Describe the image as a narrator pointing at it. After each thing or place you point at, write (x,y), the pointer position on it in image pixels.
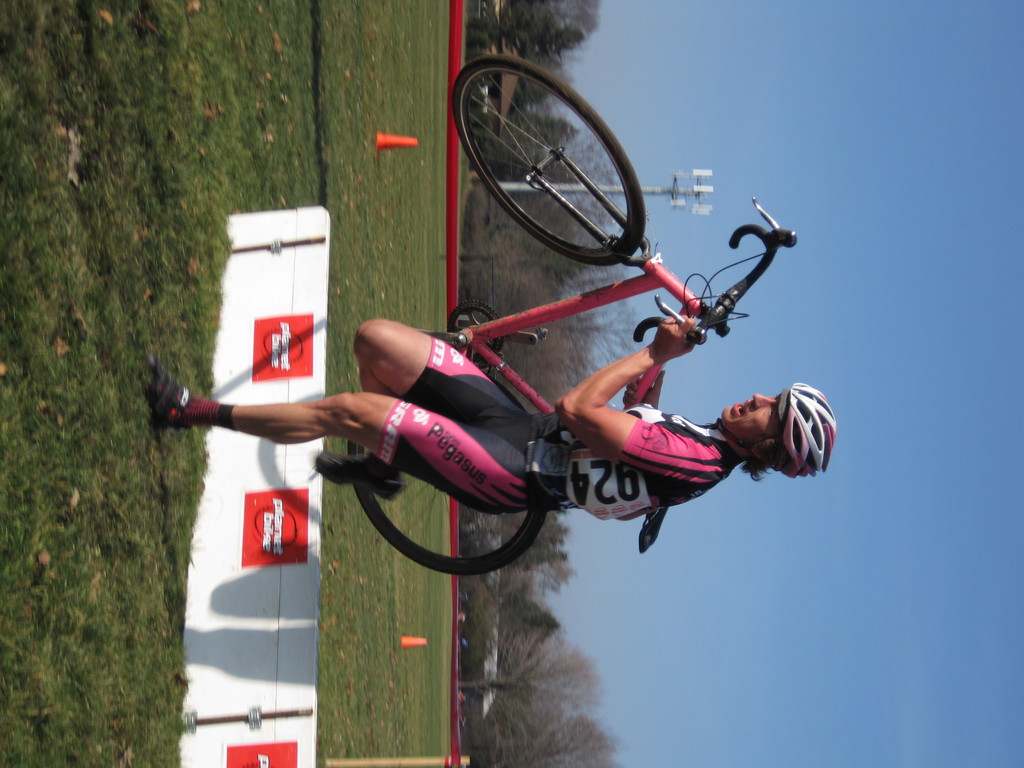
In this image in the center (526,428) there is one person (526,428) who is holding a cycle (497,193) and walking, on the left side (186,445) there is grass (362,580) and one board (284,627). In the center (483,283) there are some trees (519,309), house (509,78) and street lights (698,201), on the right side (887,418) there is sky (713,616).
